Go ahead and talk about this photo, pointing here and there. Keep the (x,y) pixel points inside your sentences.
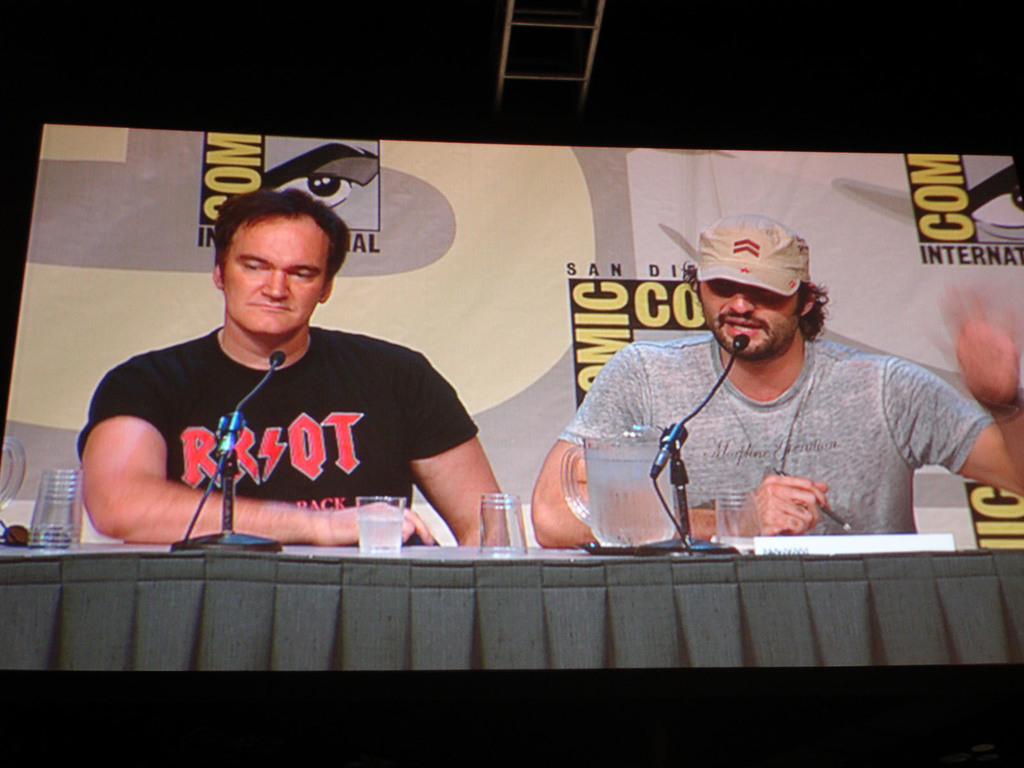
In the center of this picture (366,409) there is a table (622,587) on the top of which a jug (629,491) of water (597,468), glasses (491,527), papers (915,550), microphones (275,359) attached to the stand (232,478) and some other items (864,538) are placed and we can see the two persons (402,371) wearing t-shirts (417,432) and sitting. In the background (739,174) there is a banner (897,179) on the top of which we can see the text (253,162) and the pictures (371,145). At the top (574,24) we can see the metal rods (506,41).
